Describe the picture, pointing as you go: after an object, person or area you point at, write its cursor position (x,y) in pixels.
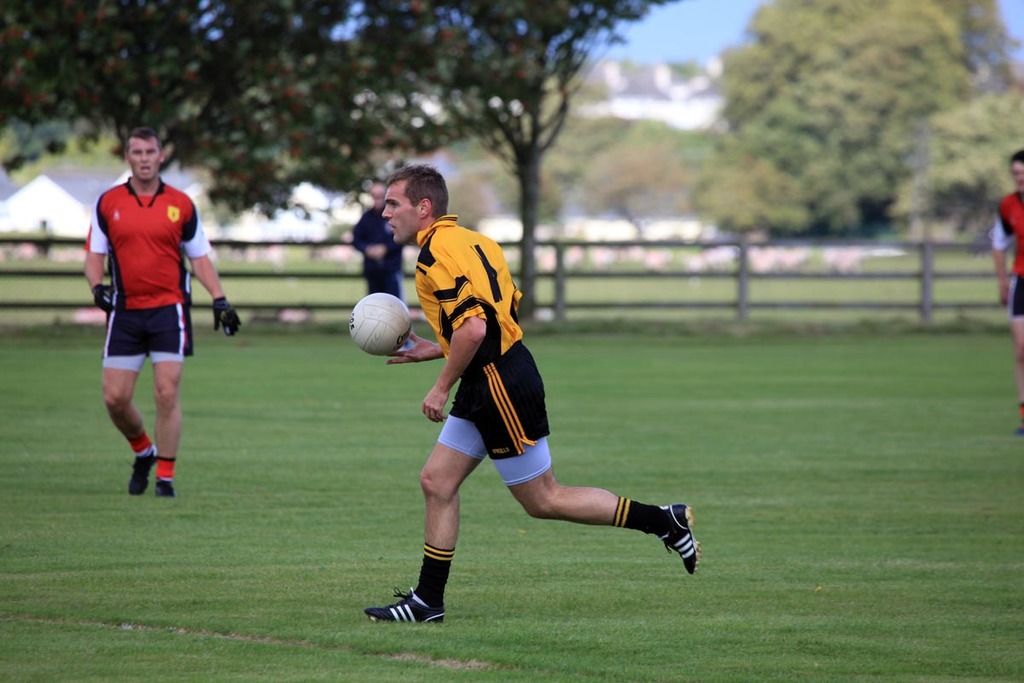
The person (472,290) wearing yellow shirt (463,290) is holding a ball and running on a green ground (520,600) and there is another person (127,269) wearing red dress (152,239) is standing beside him and there are trees (756,101) in the background (776,107).
